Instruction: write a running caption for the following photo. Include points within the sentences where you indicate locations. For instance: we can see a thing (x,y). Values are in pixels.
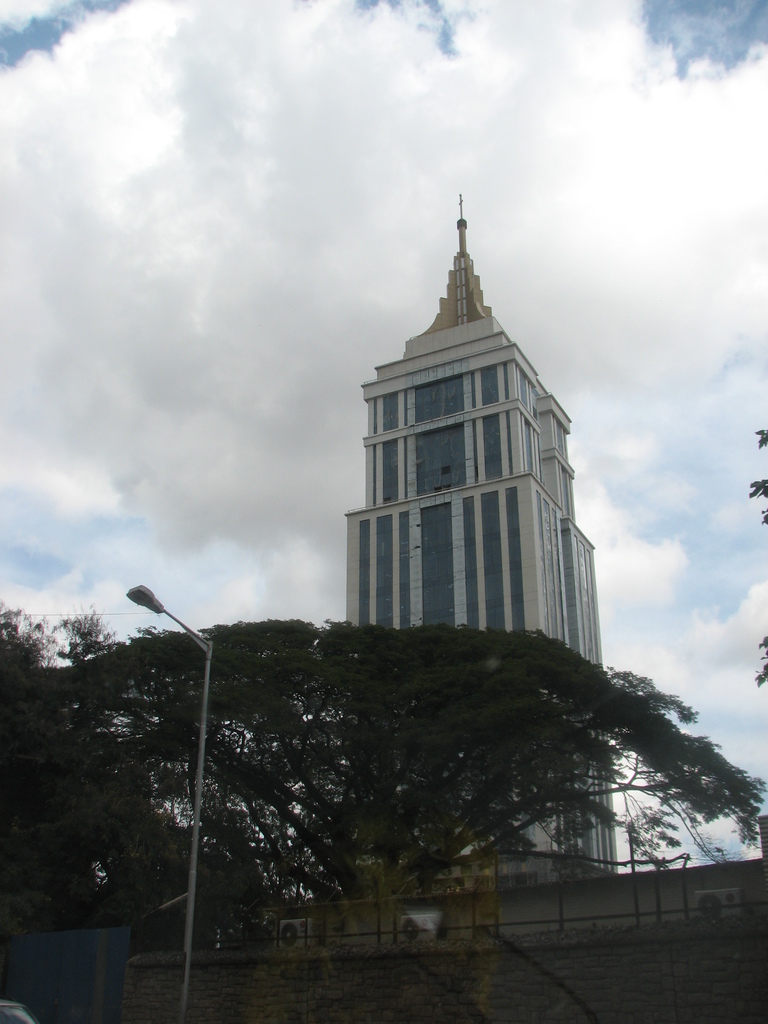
In this picture, on the left side (207,684), we can see a street light (208,646). In the background (279,971), we can see a wall (305,989), trees (567,853), air conditioner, tower (458,341). At the top (429,177), we can see a sky (151,264).
